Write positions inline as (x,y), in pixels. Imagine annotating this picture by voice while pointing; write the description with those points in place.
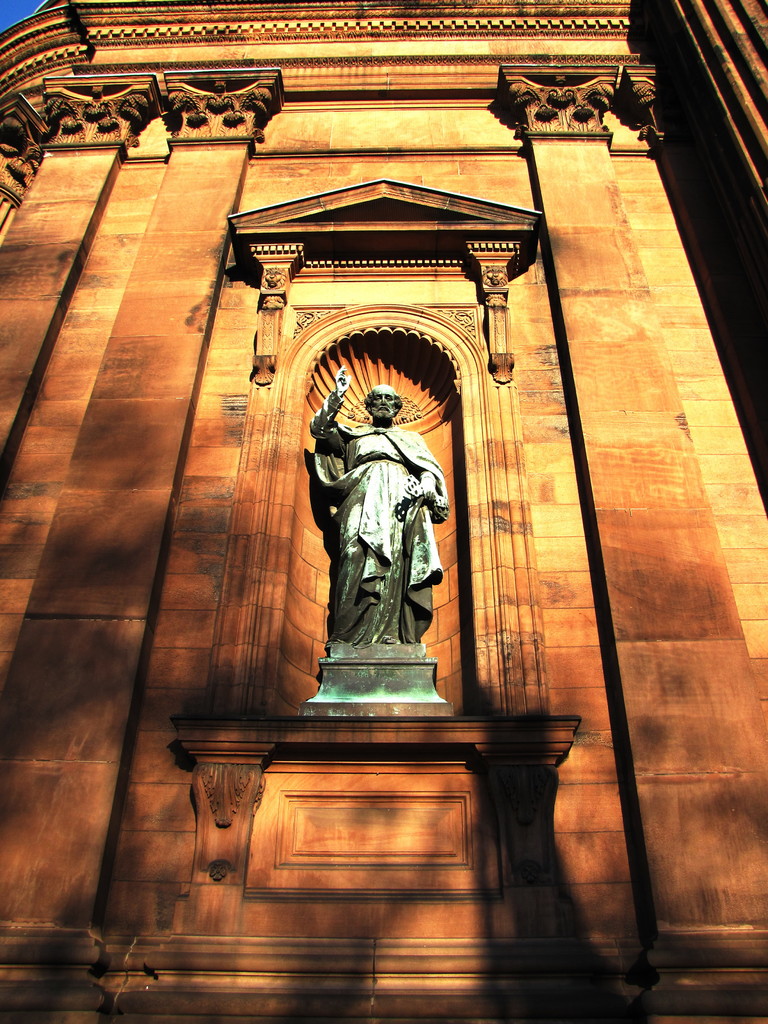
In this image there is a statue (403,567) and there is a building (376,257).
